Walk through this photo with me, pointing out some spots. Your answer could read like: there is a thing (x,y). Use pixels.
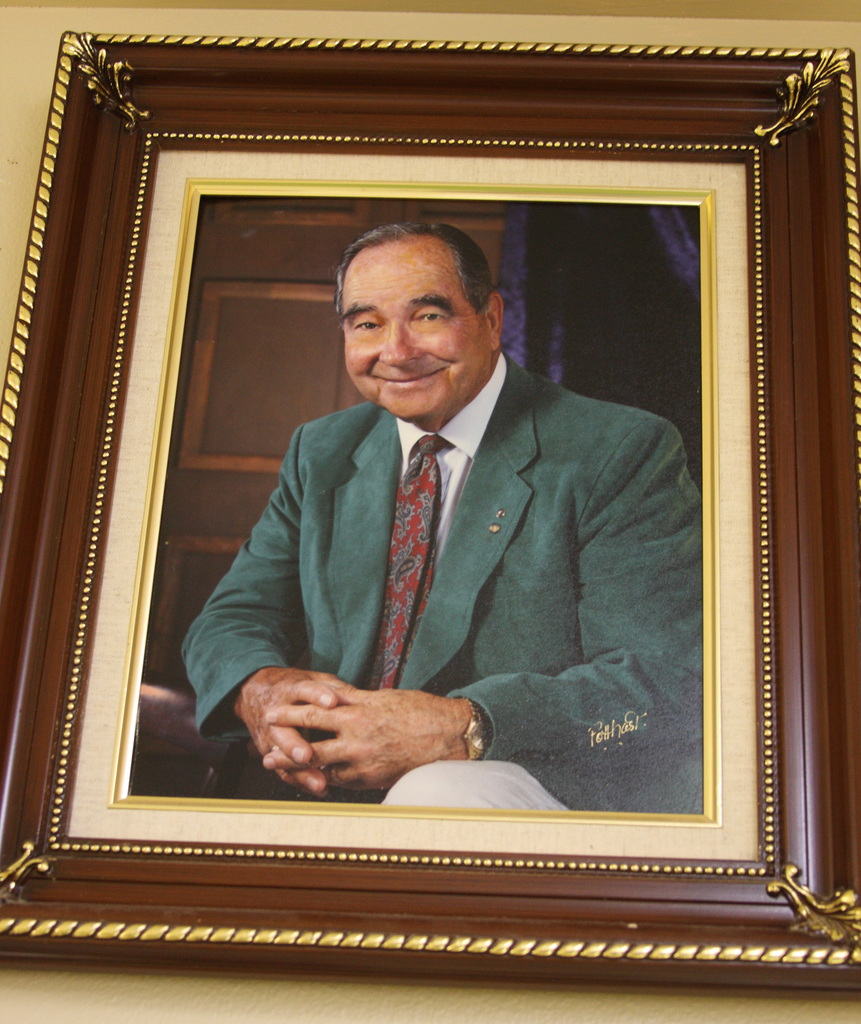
In this picture, we can see the wall (629,34) with a photo frame (413,623) of a person (413,623).
